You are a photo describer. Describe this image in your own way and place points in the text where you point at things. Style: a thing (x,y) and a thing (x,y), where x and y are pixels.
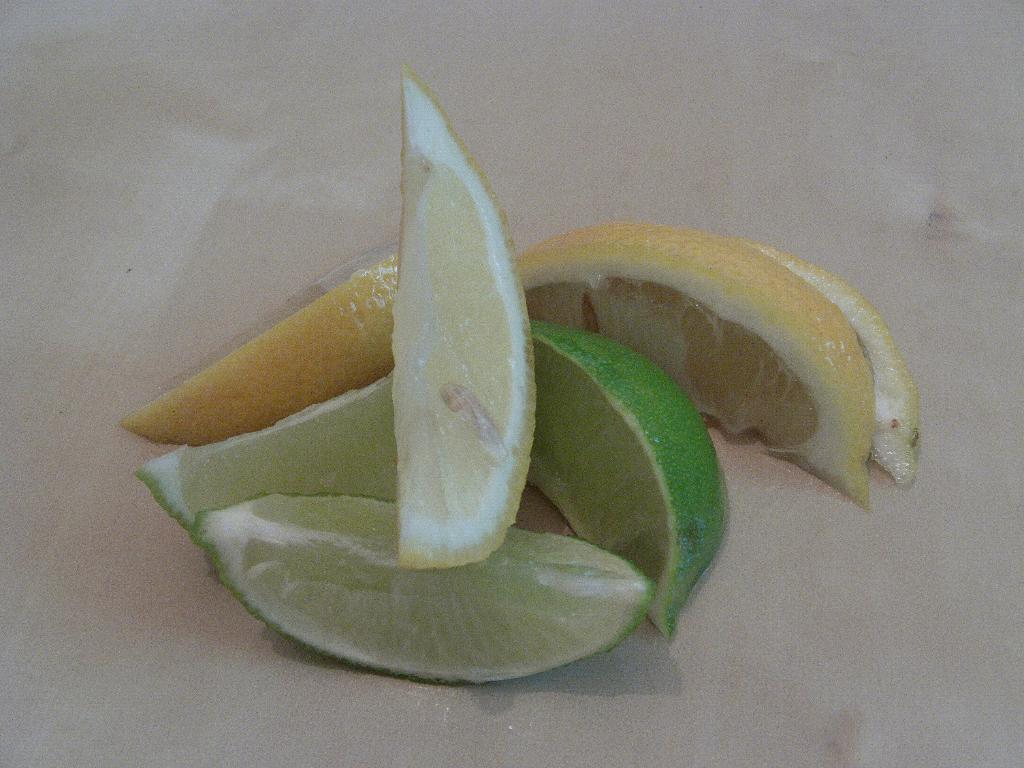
In the center of the image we can see one table (173,340). On the table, we can see lemon and lime slices (374,365).
